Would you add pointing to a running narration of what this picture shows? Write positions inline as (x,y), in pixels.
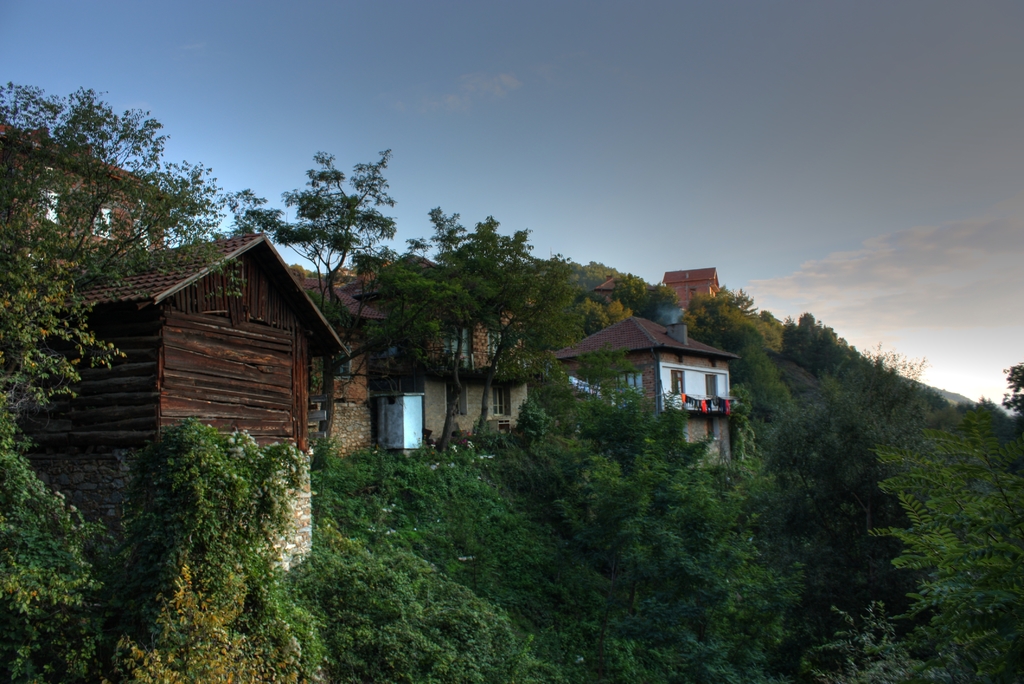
In the image we can see there are buildings (435,371), trees (624,395) and the sky (562,157).
